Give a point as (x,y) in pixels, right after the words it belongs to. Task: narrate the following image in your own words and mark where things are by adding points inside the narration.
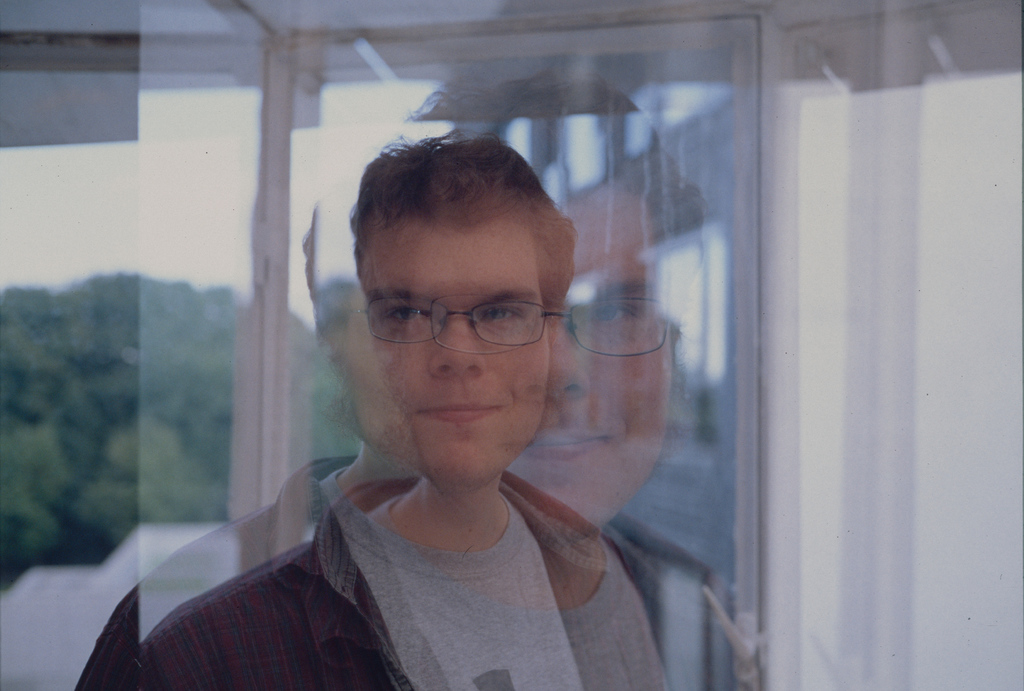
In this image we can see a man (528,368). In the background (887,134) there are trees (16,534), sky (237,254) and walls (905,408).
